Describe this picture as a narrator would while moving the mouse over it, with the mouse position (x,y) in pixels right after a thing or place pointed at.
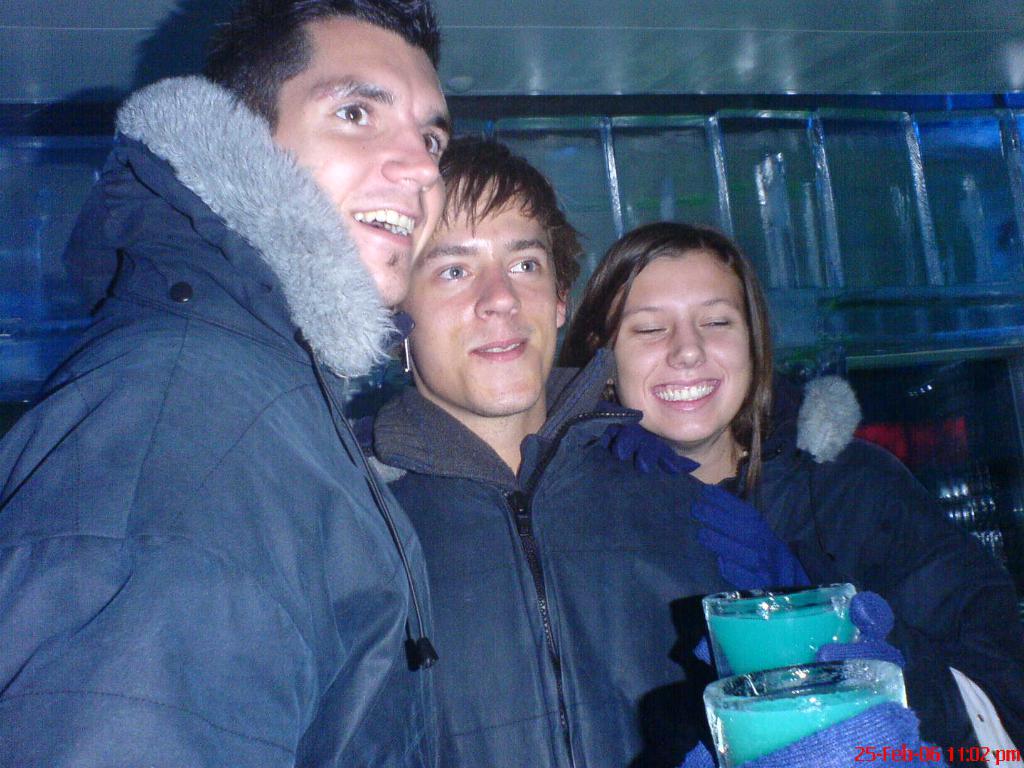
In this image we can see three persons (495,482) standing and two persons (748,568) are holding objects (796,675) looks like glass (815,646) and an ice wall (755,193) in the background (725,158).
